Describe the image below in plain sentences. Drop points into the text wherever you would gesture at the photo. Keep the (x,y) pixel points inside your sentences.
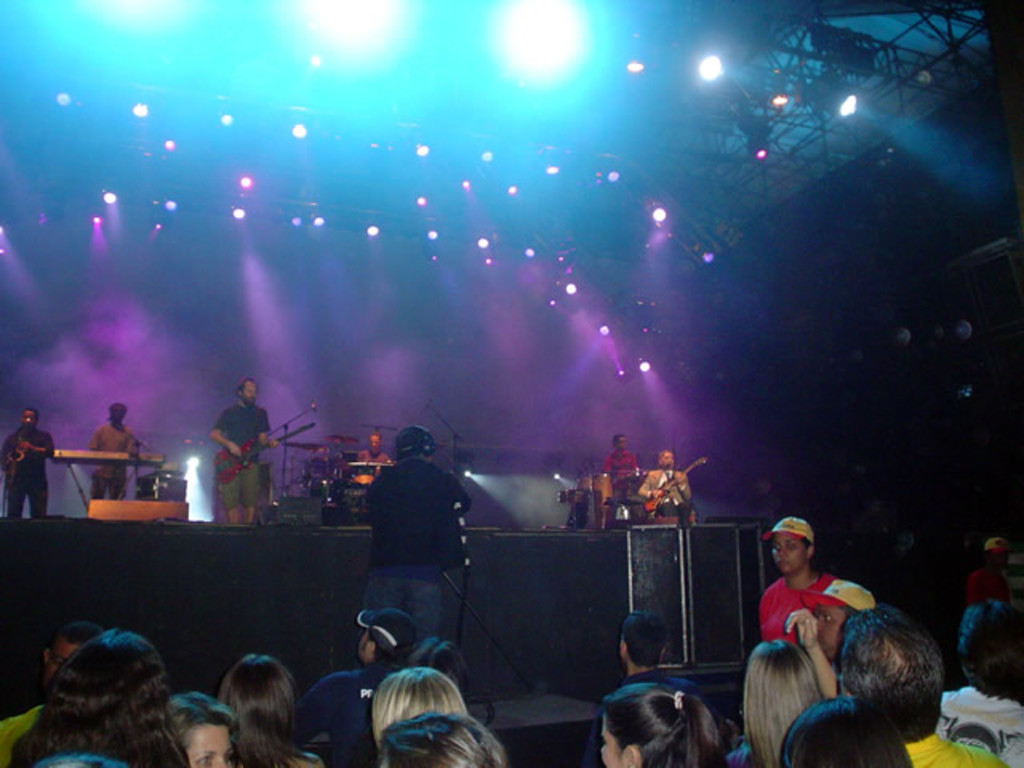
In the image it looks like some concert, there is a stage (246,534) and on the stage (234,539) there are a group of people (241,502) playing different music instruments (359,465), above them there are beautiful lights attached to the roof (541,116) and in front of the stage (342,536) there are audience (768,644).
